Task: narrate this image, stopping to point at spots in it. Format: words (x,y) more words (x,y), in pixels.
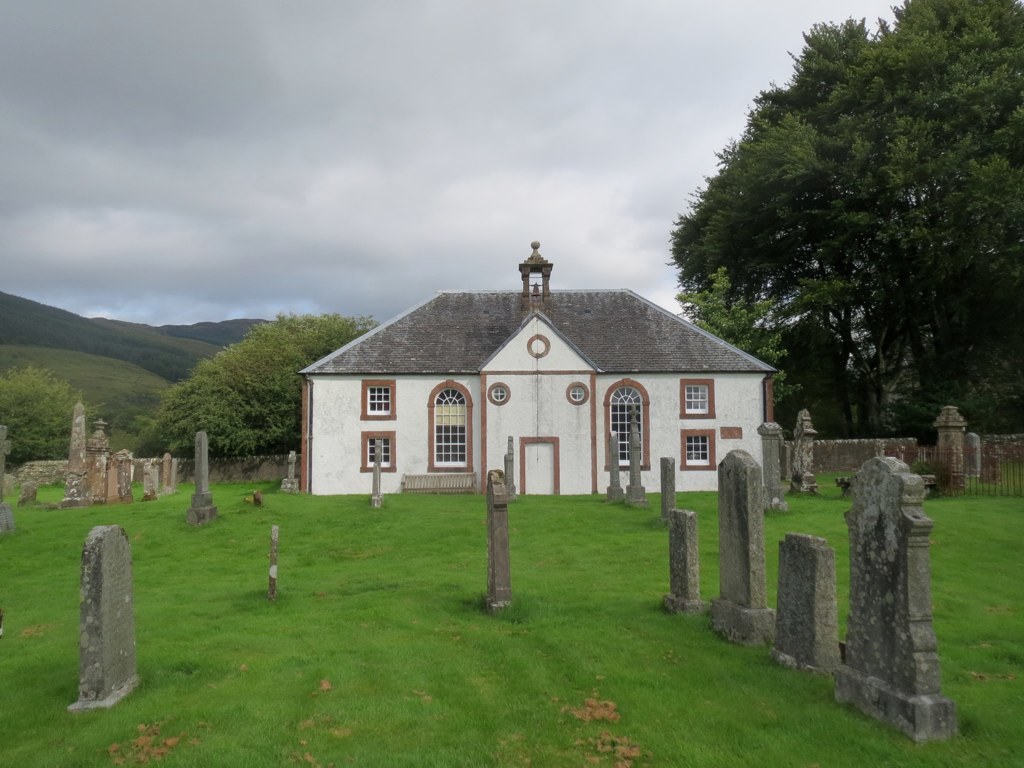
In the center of the image (344,256) we can see the sky (416,115), clouds (430,174), hills (135,330), trees (933,254), grass (441,651), headstones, one building (651,349), windows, compound wall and a few other objects (418,481).
